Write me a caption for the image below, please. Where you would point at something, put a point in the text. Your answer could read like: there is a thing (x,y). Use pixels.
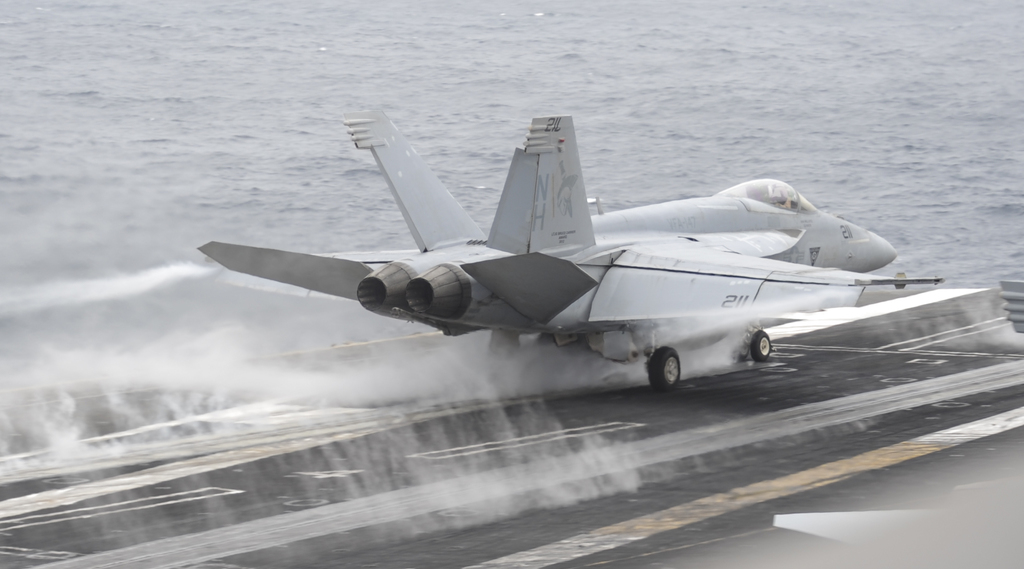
In this picture I can see the aircraft (503,322). I can see the water (355,238). I can see the road (570,408).
